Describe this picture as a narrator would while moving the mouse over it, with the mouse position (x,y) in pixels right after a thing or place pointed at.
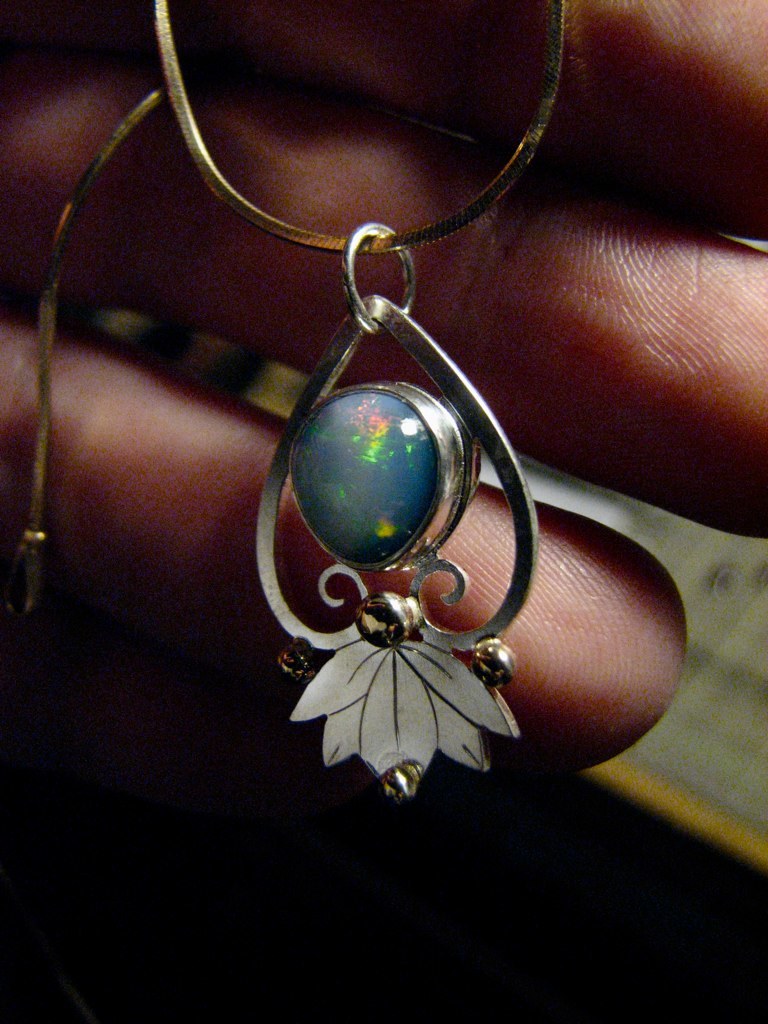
In this picture I can see a chain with a pendant (408,441), there are fingers (593,353) of a person (548,591).
